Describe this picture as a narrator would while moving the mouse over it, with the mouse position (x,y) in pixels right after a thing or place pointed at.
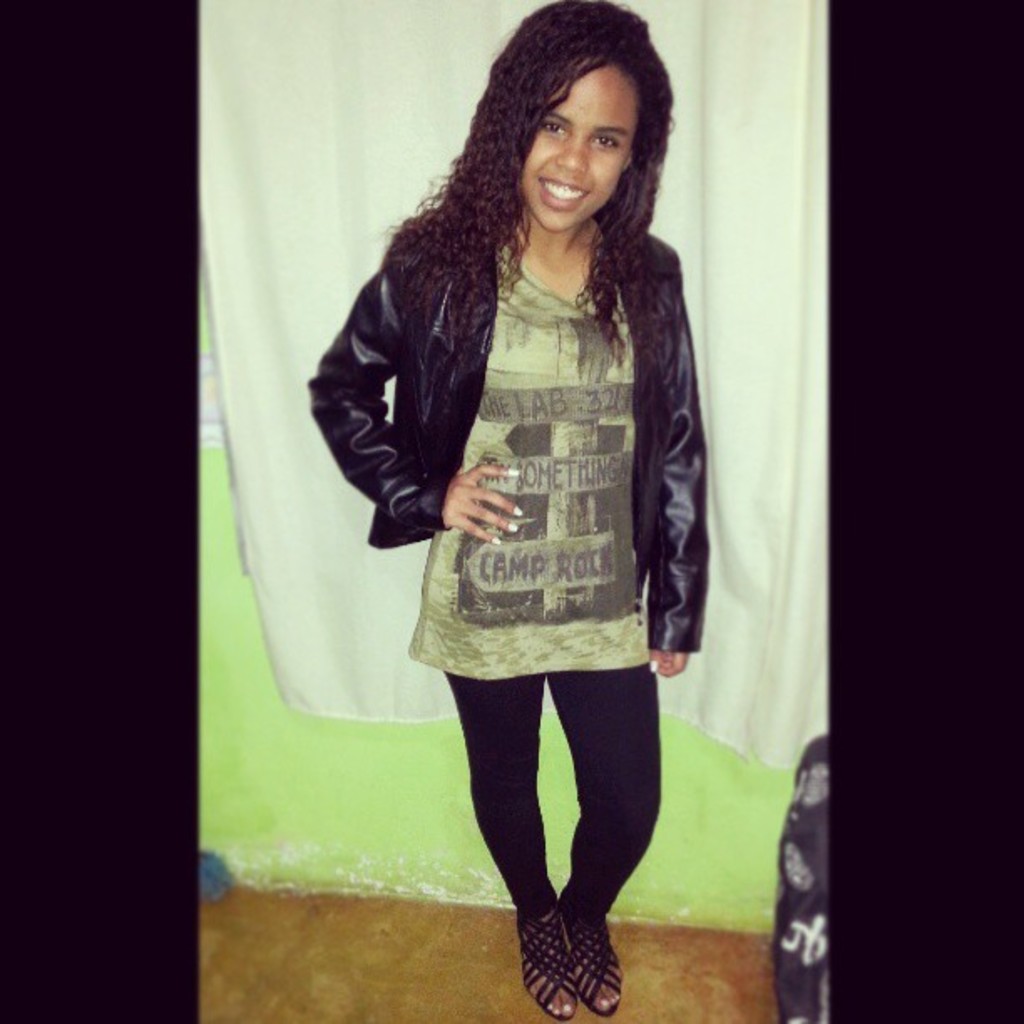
In this image a girl (552,529) is standing on the floor (516,968), smiling and giving pose for the picture. In the background (331,101) there is a white color curtain (306,247) to the wall (330,786).
